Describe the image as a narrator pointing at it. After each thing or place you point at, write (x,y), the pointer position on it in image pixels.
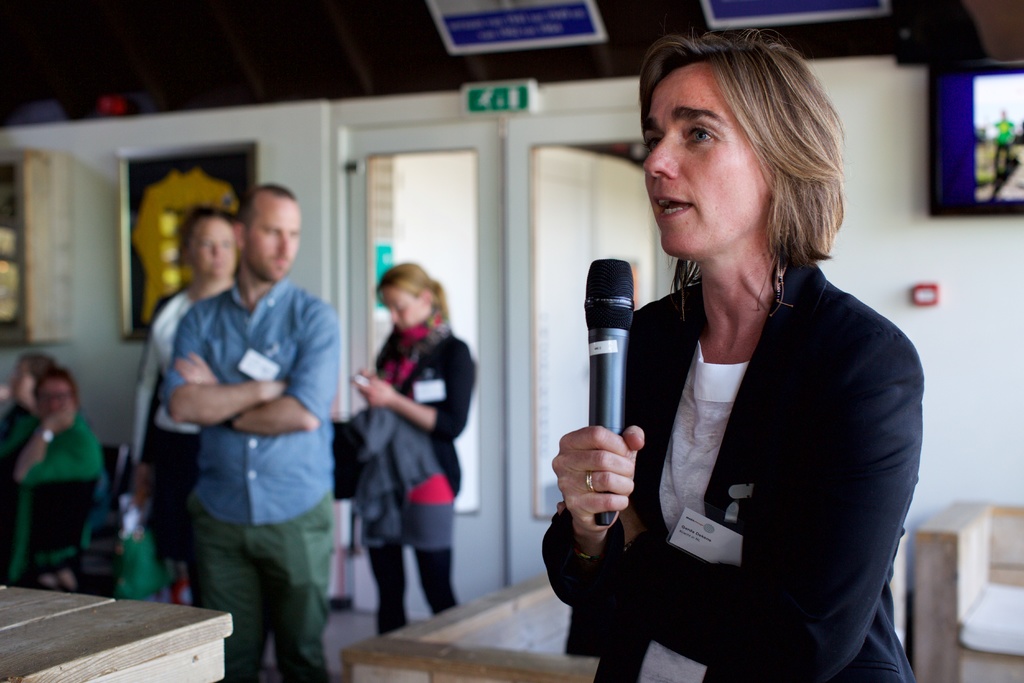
On the right (810,221) there is a lady (747,481) standing and holding a mic (610,404) in her hand (612,478) she is talking. On the left (295,583) there are people (278,502) standing and some are sitting on the chairs (69,518). In the center of the image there is a table (458,620). In the background (568,255) there are doors (519,191), wall (863,217) and a screen (994,190).
